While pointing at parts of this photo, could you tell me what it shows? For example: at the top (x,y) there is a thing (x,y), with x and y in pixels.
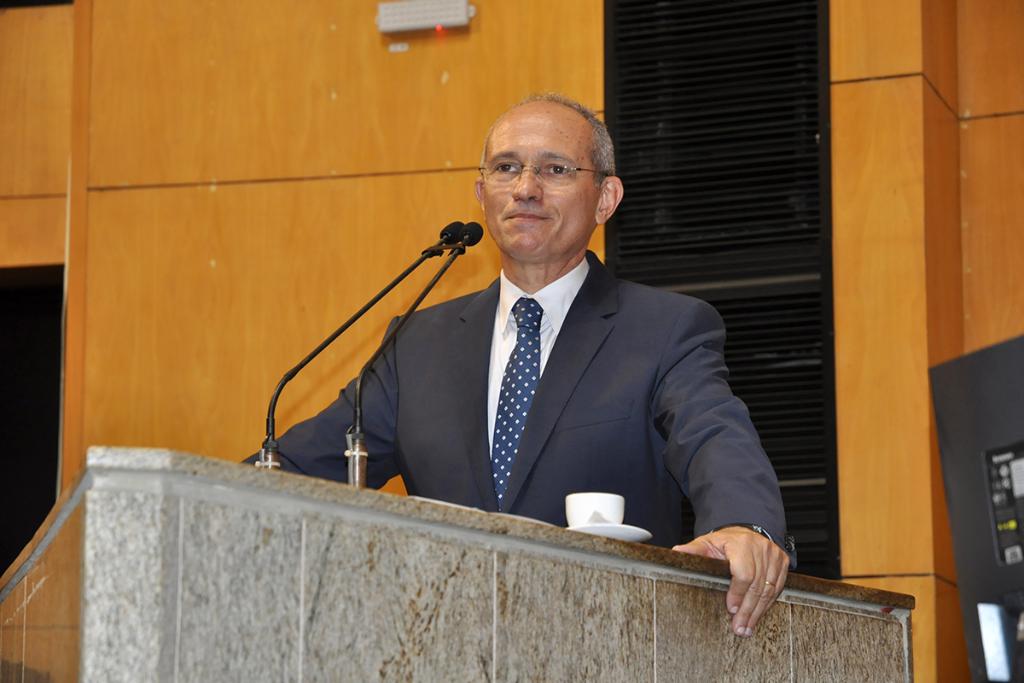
In this image I can see a man (495,310) standing next to a mic (449,230). I can see he is wearing a blazer (469,348) and a blue tie (521,373). I can see a cup (589,505). In the background (224,252) I can see a wall (555,74).
